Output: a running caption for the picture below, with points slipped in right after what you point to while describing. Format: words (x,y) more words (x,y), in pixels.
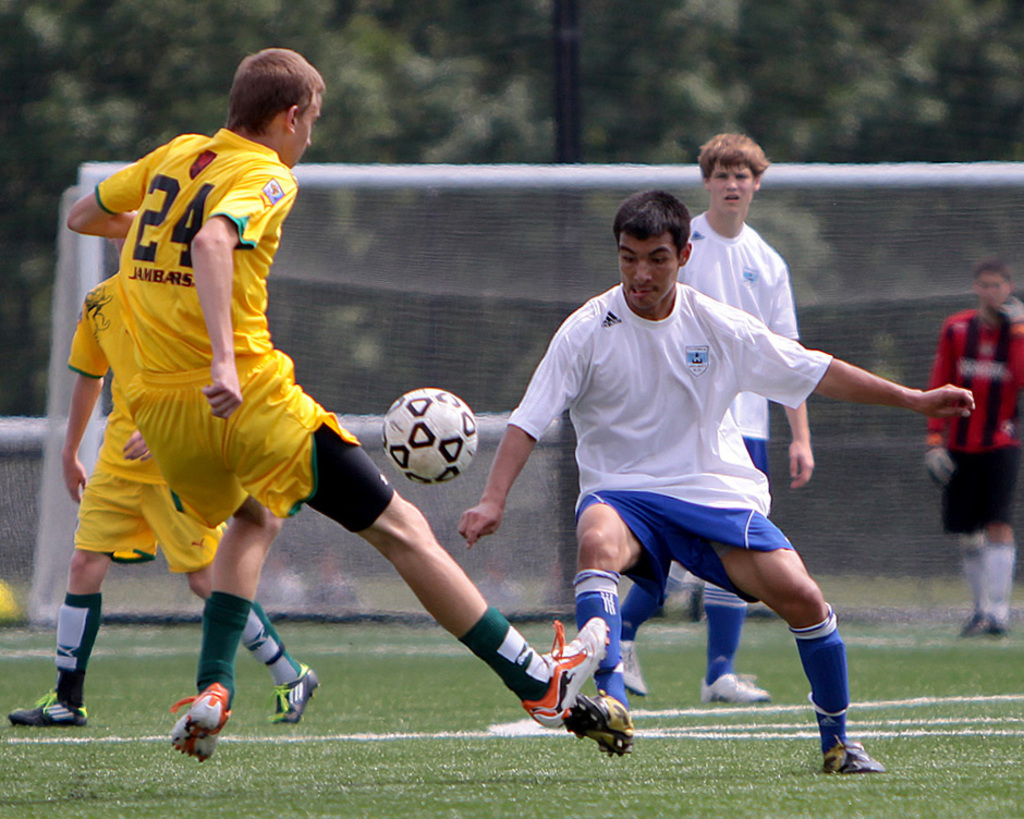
At the bottom of this image (171,553), there are players (146,507) in yellow and white color t-shirts (113,355), playing football (416,460) on the grass (785,806) on the ground (940,727). In the background (1001,596), there is another person (990,355), there is a net (916,255), there are poles (23,439) and trees (640,149).
